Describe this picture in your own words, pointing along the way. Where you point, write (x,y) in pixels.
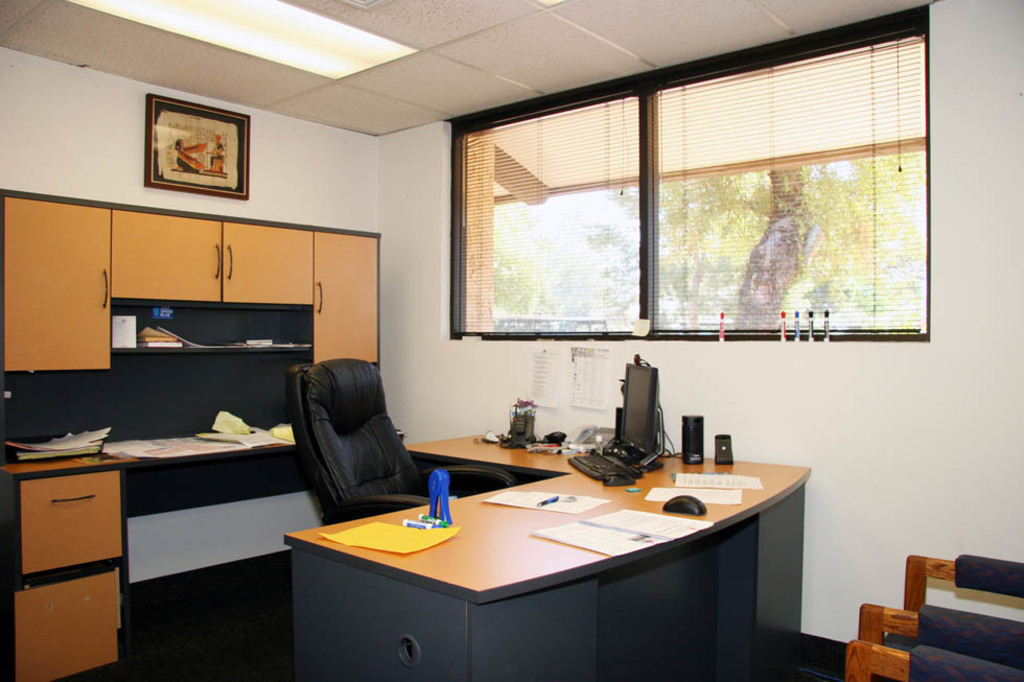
In the foreground of this image (659,515), there are few papers (639,520), mouse (673,508) and few more objects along with computer (653,419) on the table (517,545). We can also see a chair (352,389), cupboards (187,265), few papers (115,328), a frame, the wall (809,360), window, few tubes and chairs (966,630) on the right (987,636).
